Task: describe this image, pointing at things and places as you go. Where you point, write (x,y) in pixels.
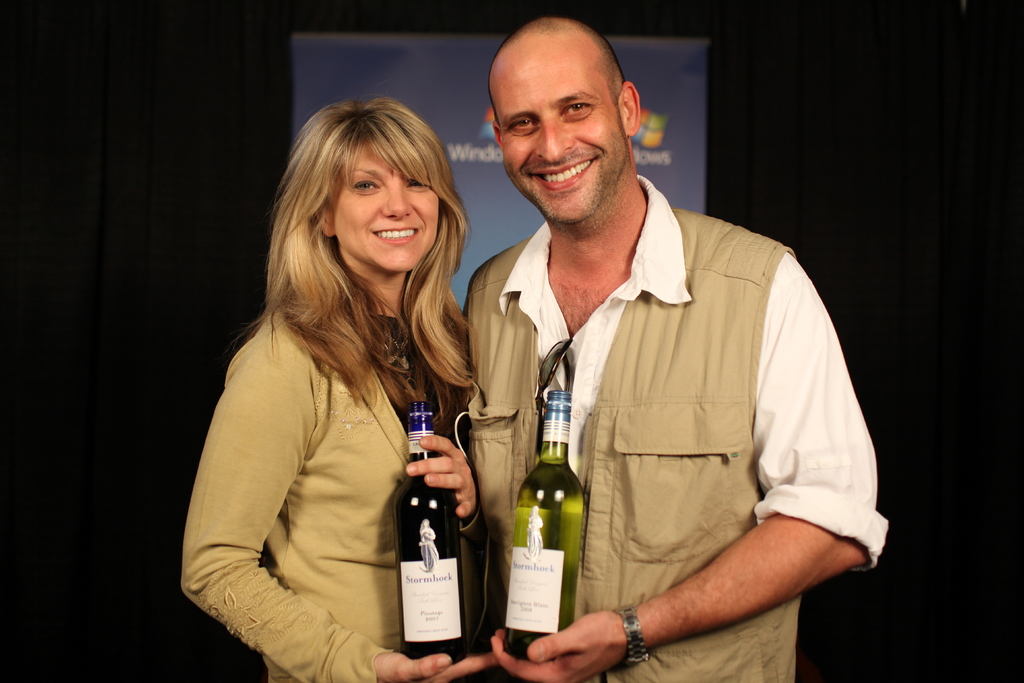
In this image, we can see women (465,361) and man (653,409) both are standing, they are smiling, they hold bottles (515,554). There is a sticker (523,598) on it. And back side, we can see screen (459,139).
